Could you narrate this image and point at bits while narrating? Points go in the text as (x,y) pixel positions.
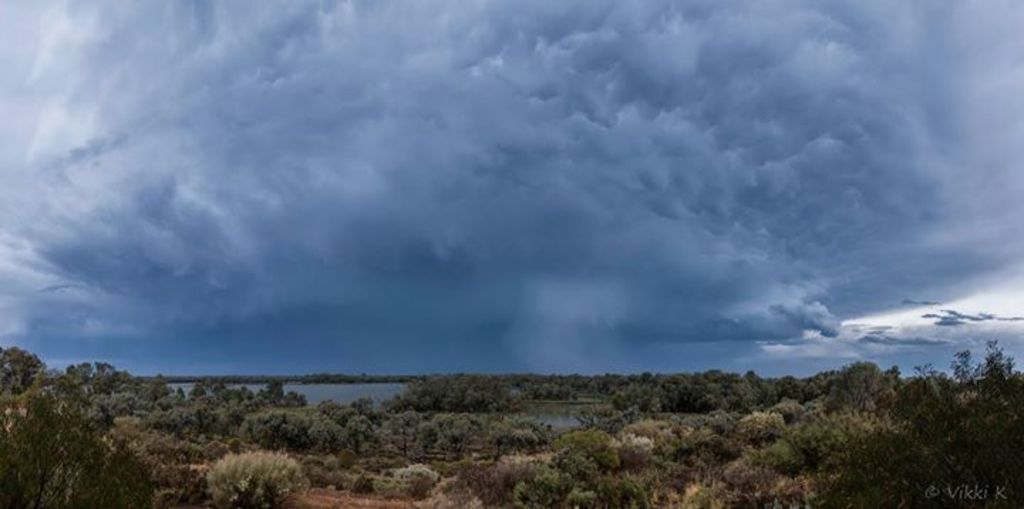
In this image we can see sky (207,130) with clouds (253,116), water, trees (321,434) and ground (328,467).
